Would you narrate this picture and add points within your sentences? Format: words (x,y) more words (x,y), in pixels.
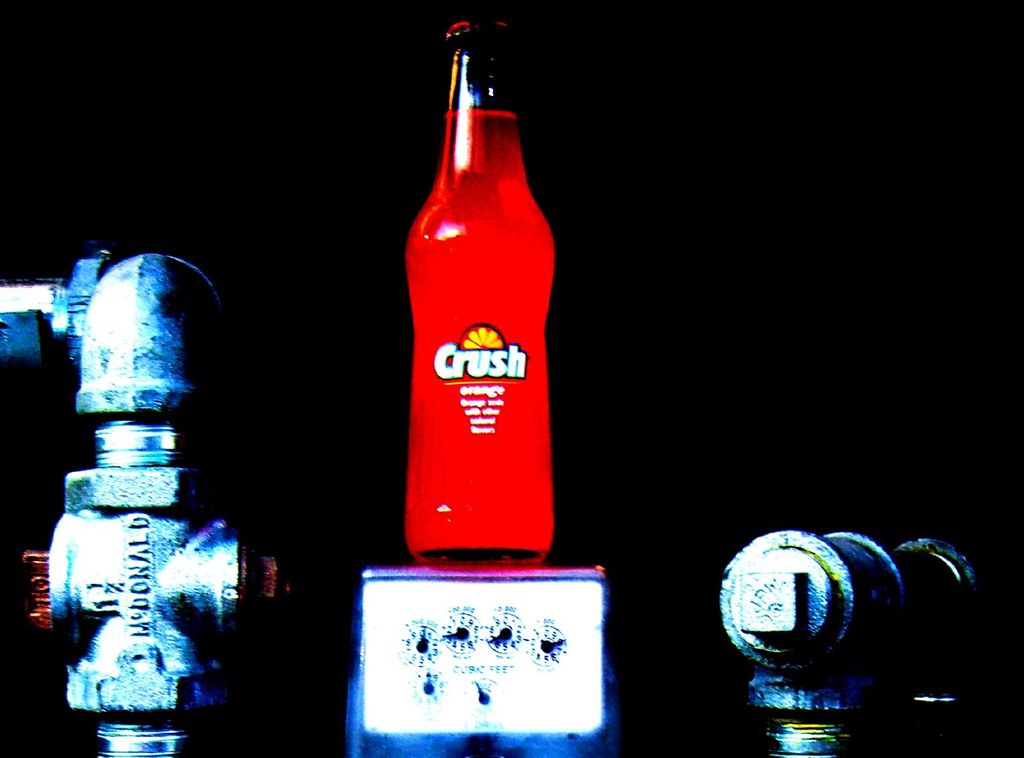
In this picture we can see bottle (480,399) with sticker (457,358) and red color drink (487,258) in it and aside to this we have steel rod (785,625) and below this some meter (445,673).
